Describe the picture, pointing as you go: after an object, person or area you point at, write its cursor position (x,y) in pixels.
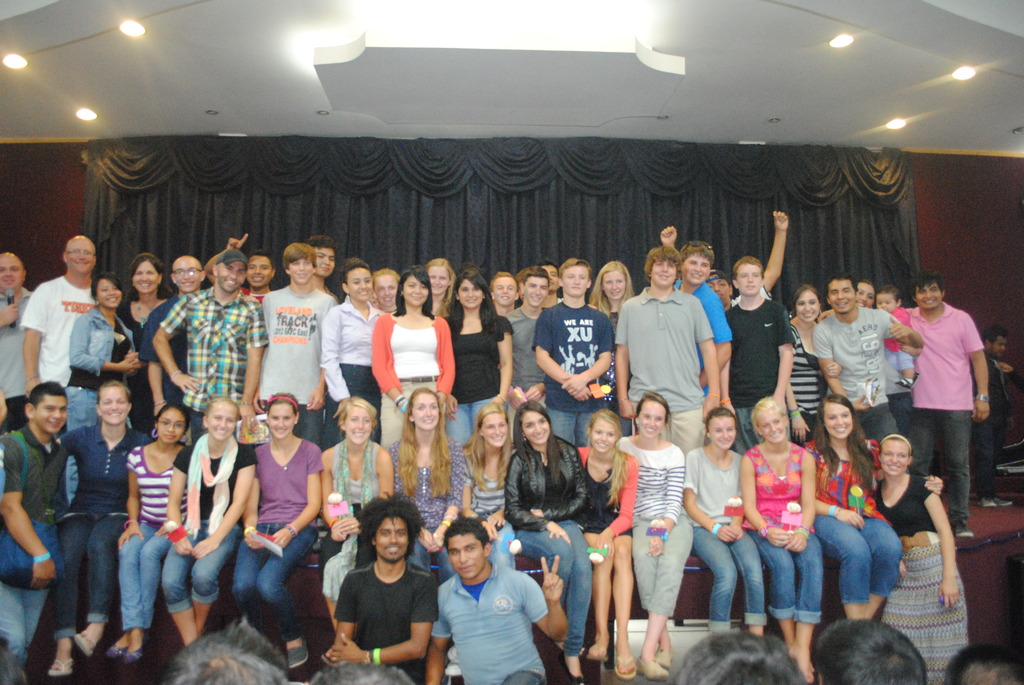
In this image, we can see a group of people (525,468) wearing clothes (696,411). There are curtains (519,206) in the middle of the image (508,263). There are some lights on the ceiling (737,76) which is at the top of the image (498,87).
